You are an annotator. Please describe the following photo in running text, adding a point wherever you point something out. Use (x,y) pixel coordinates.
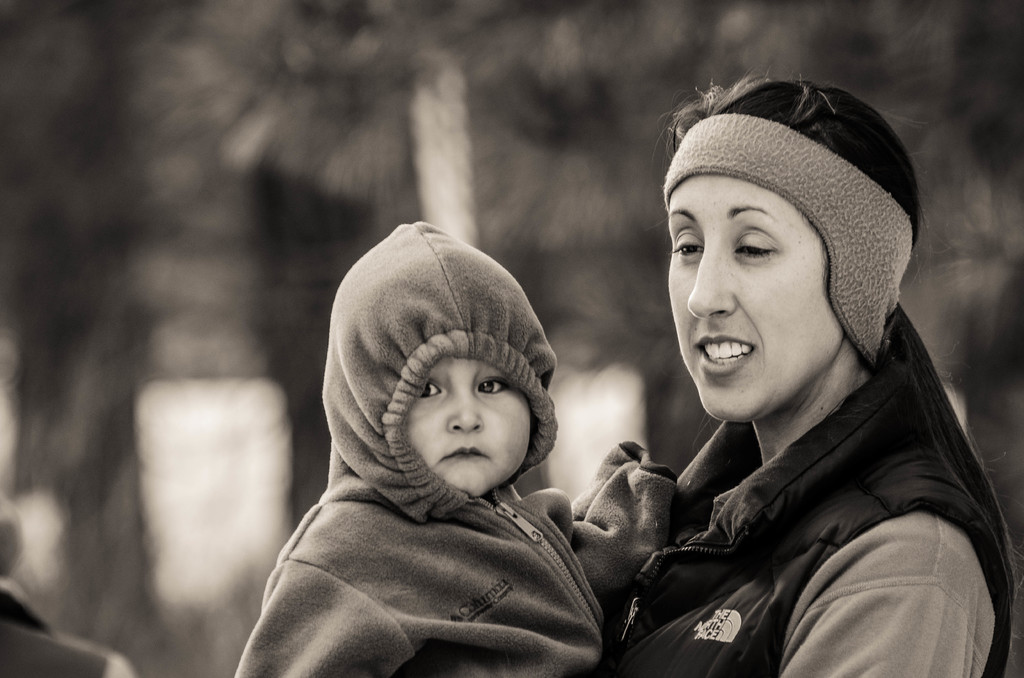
This is a black and white picture. The woman (688,368) in front of the picture wearing a black jacket (795,457) is holding a baby (468,495) in her hands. The baby (349,449) is wearing a jacket (384,511). She is smiling. Behind her, we see something in white color. It is blurred in the background (404,68).
